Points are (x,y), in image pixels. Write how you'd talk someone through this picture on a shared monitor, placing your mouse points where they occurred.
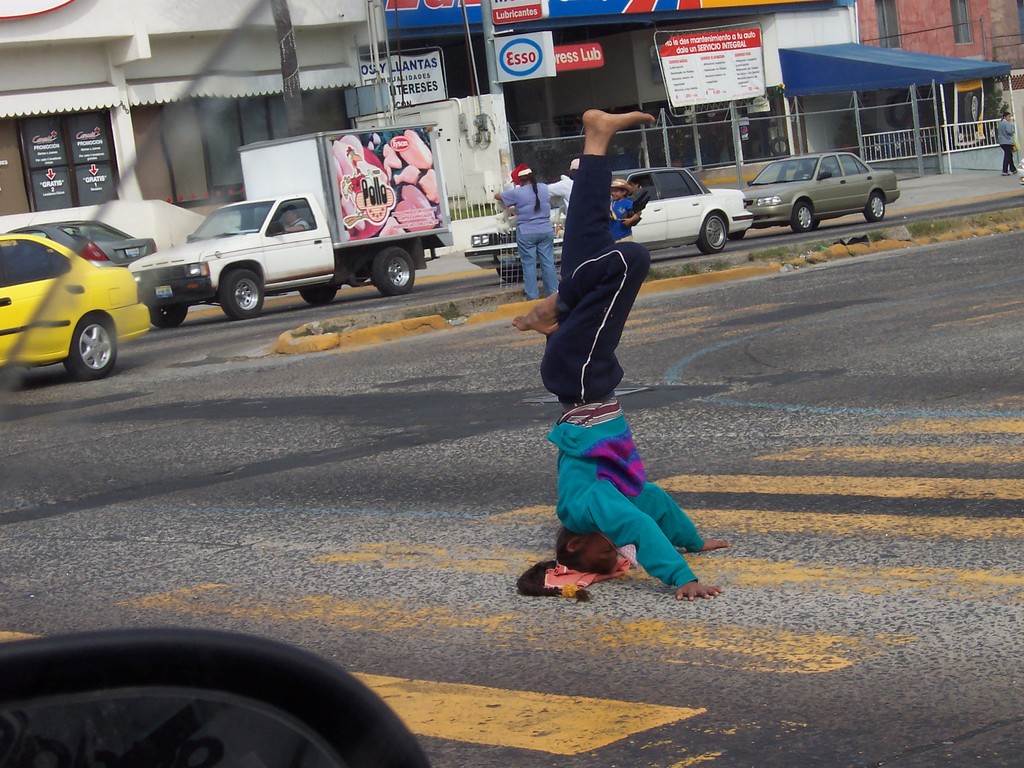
At the bottom of the image (232,547) I can see the road (142,567). In the background (704,131), I can see vehicles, buildings (642,70) and some written text board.
